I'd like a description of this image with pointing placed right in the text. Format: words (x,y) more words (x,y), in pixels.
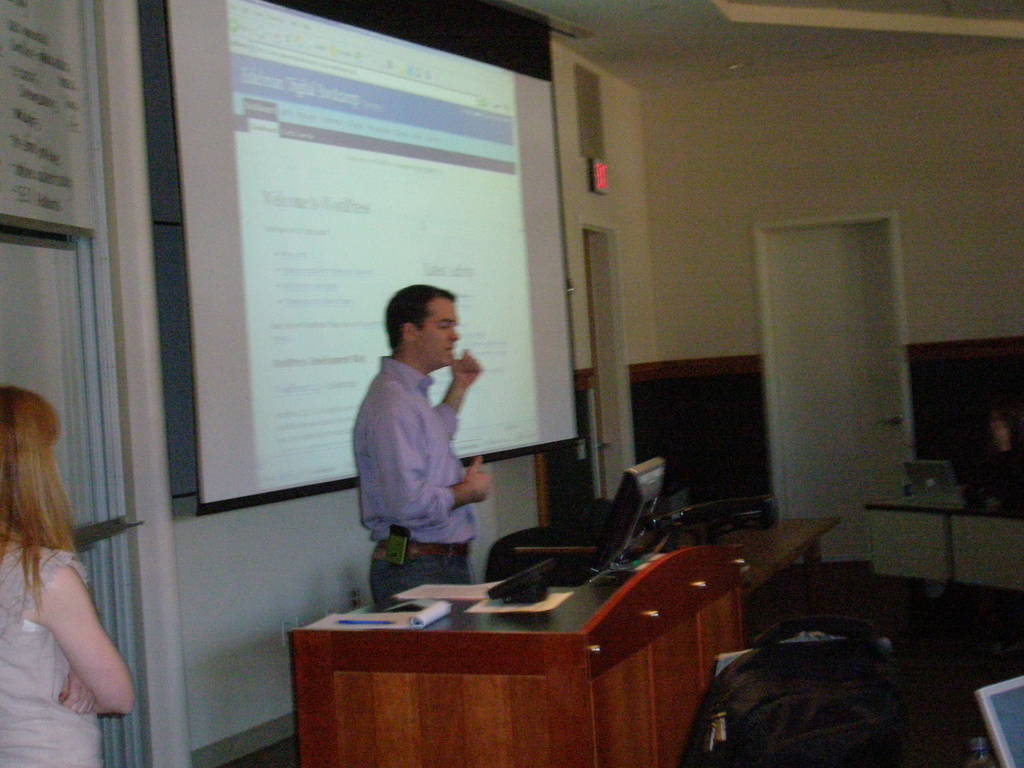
In this image there is a person (446,576) wearing purple color shirt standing behind the wooden block (524,677) and at the top of the image (389,169) there is a projector screen (323,267) and at the left side of the image (40,492) there is a lady person (62,533) standing.
